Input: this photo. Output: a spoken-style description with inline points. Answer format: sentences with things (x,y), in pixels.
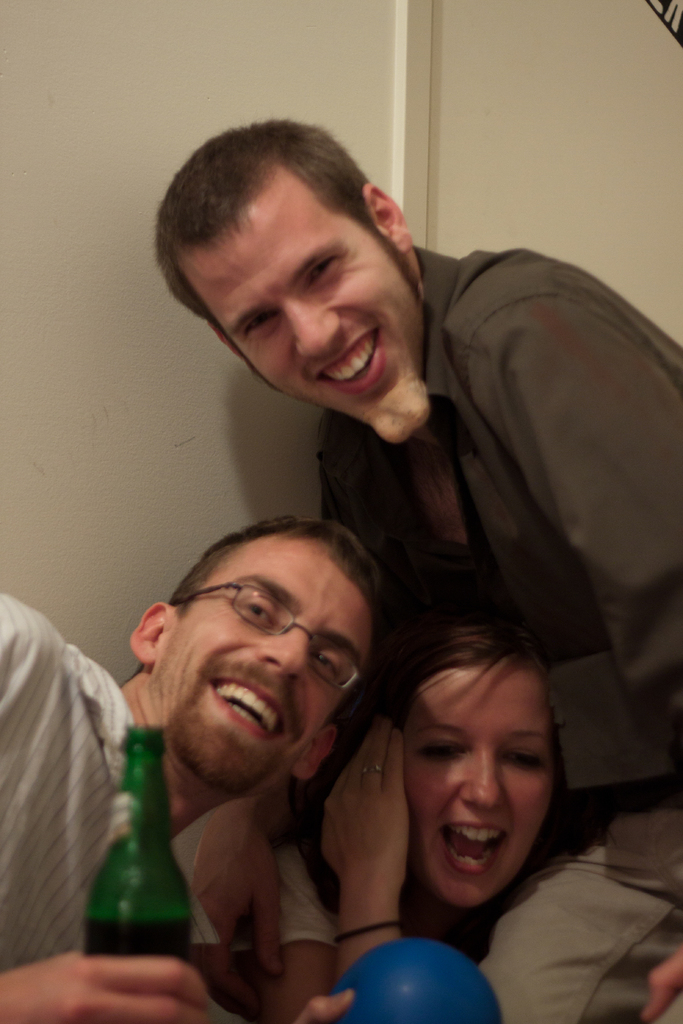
In this image there are three persons (338,558) on the left side (186,805) there is a person (112,796) holding a bottle (120,819) and smiling. At the background (104,121) there is a wall (169,96).
